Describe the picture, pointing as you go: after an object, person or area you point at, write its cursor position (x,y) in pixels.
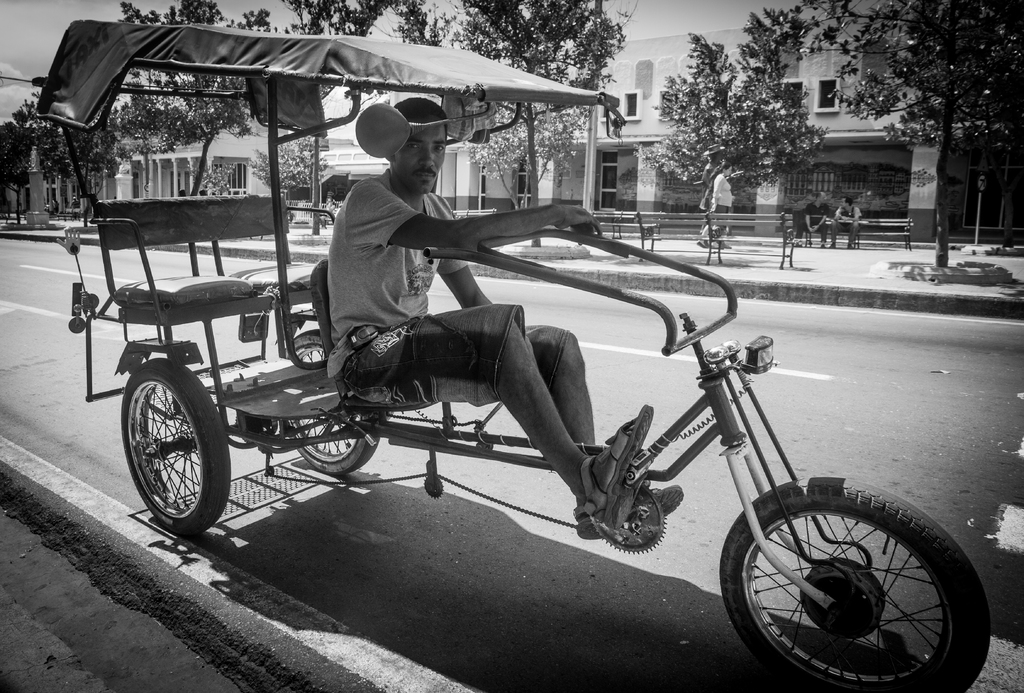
In the foreground of the picture (545,501) I can see a person (473,283) sitting in the three wheeler vehicle (222,455) which is on the road (653,605). In the background (508,136), I can see the buildings (650,143), trees (470,153) and benches (787,227) on the side of the road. There are two people (852,236) sitting on the bench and looks like they are having a conversation. I can see two persons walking on the side of the road (694,435). There are clouds (21,92) in the sky (40,44).
